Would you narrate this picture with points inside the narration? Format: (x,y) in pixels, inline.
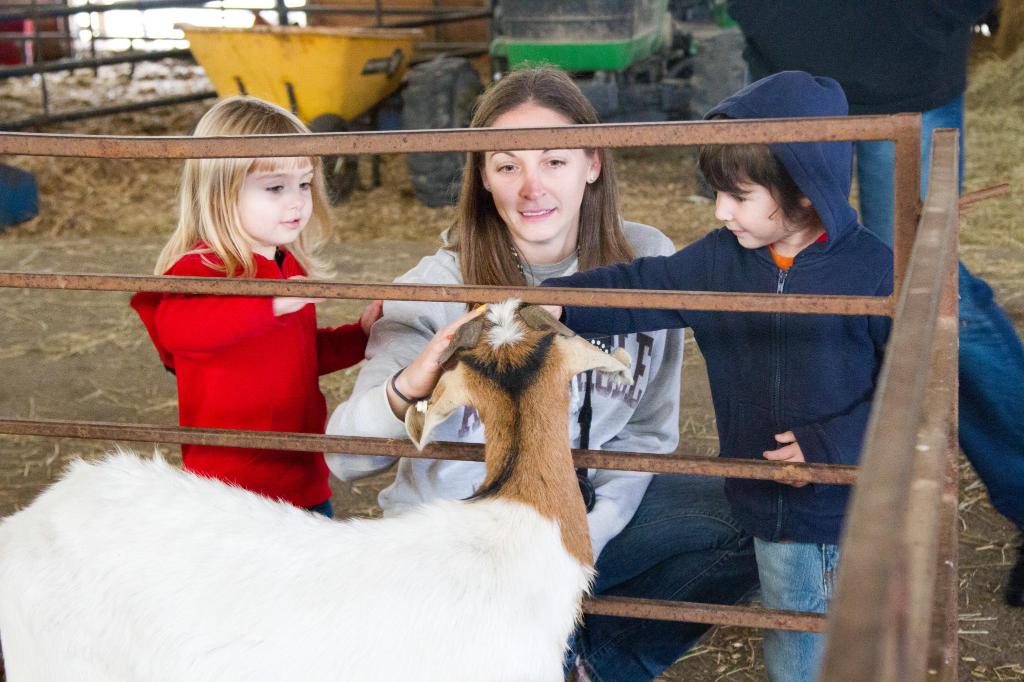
In this image there is an animal (486,543), there is metal fencing (877,407), there are people (545,207) in the foreground (241,434). There is a cart (259,83), there is a vehicle (623,36), there is a metal fence (167,4) in the background (168,74).
